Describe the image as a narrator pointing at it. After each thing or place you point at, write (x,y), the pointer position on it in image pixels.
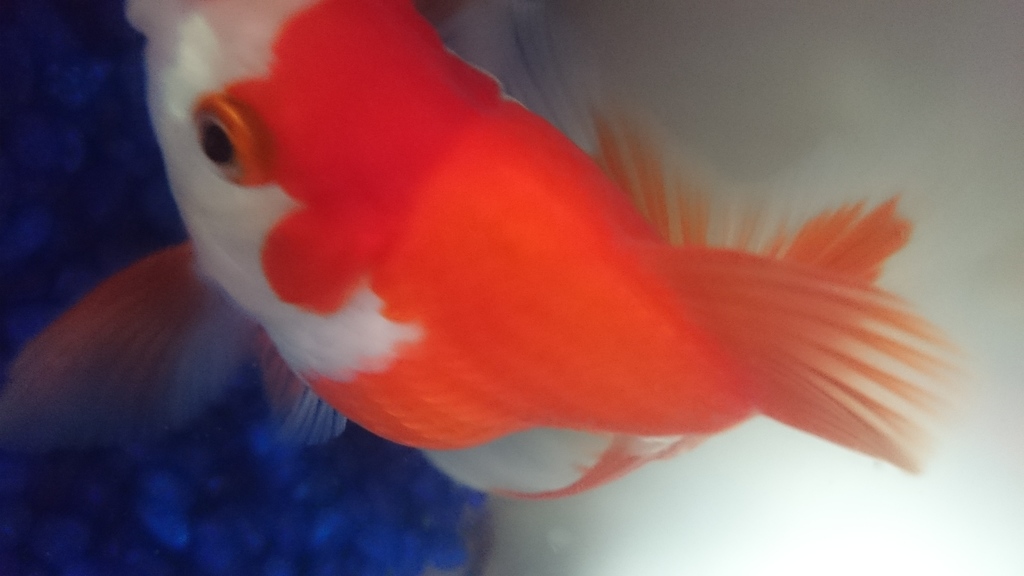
In this image we can see a goldfish (383,403).
